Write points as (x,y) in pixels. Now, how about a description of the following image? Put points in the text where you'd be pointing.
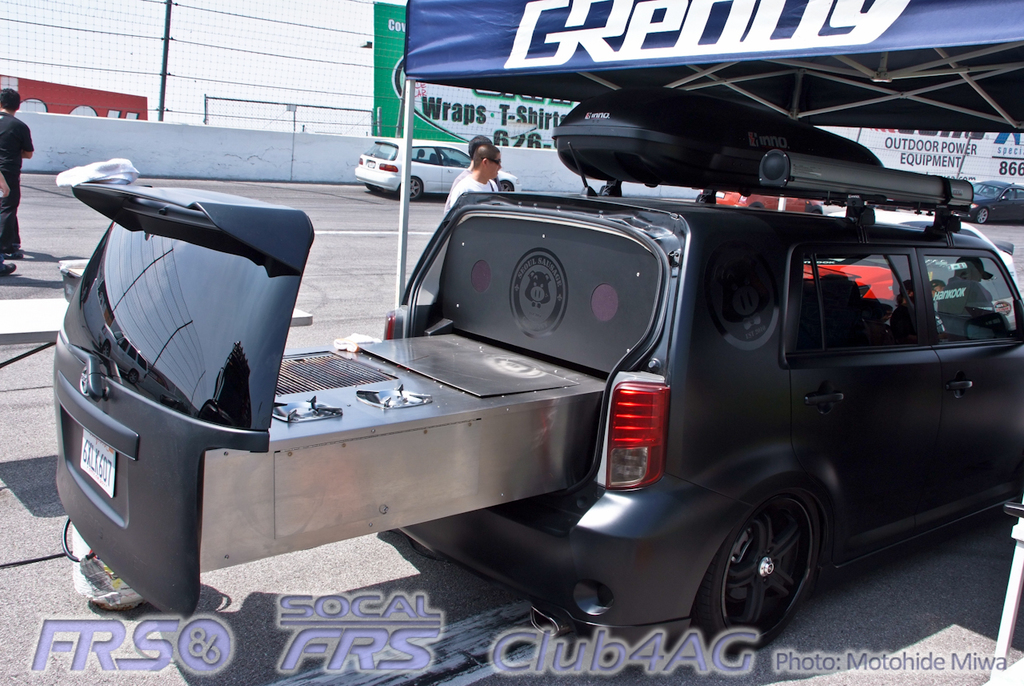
In this image in the center (457,451) there is a vehicle (251,329), and in the background (420,147) there are some people (7,153), vehicles (430,156). At the bottom of the image (587,663) there is text (963,663), and there is a walkway (34,552) and there are some objects (42,329). At the top of the image (529,42) there is a tent (776,59), and also we could see some poles (880,63), in the background (183,36) there is net (222,83), poles (205,94), boards (116,104) and wall (273,162).
